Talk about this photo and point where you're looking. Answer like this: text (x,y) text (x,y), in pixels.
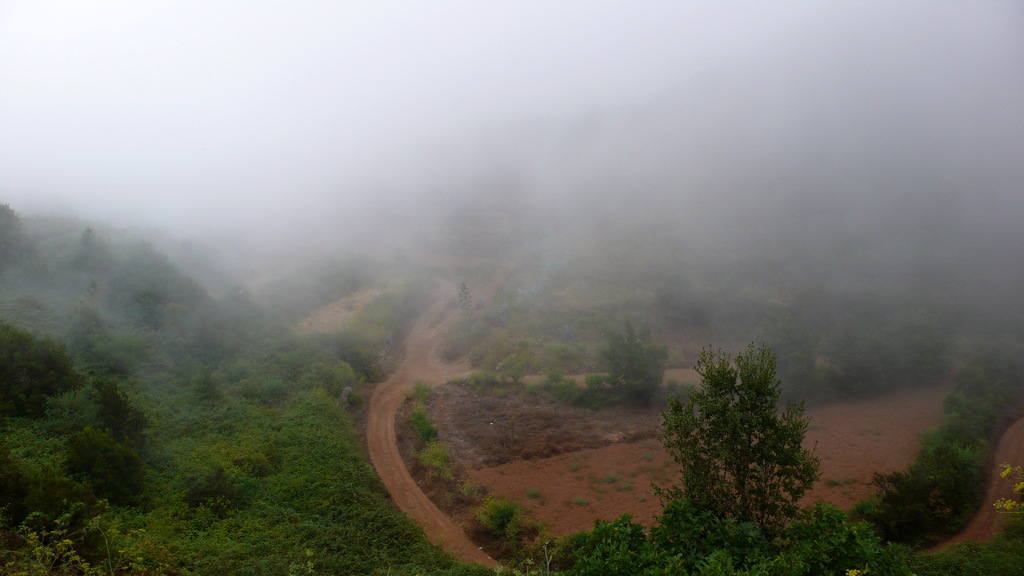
There is a road (386,382), near plants (132,477) and trees (60,333) on the hill (60,333). On the right side (765,463), there are trees (946,467) and plants (773,537) near a dry land (603,422). In the background (742,116), there is some smoke (251,72).
